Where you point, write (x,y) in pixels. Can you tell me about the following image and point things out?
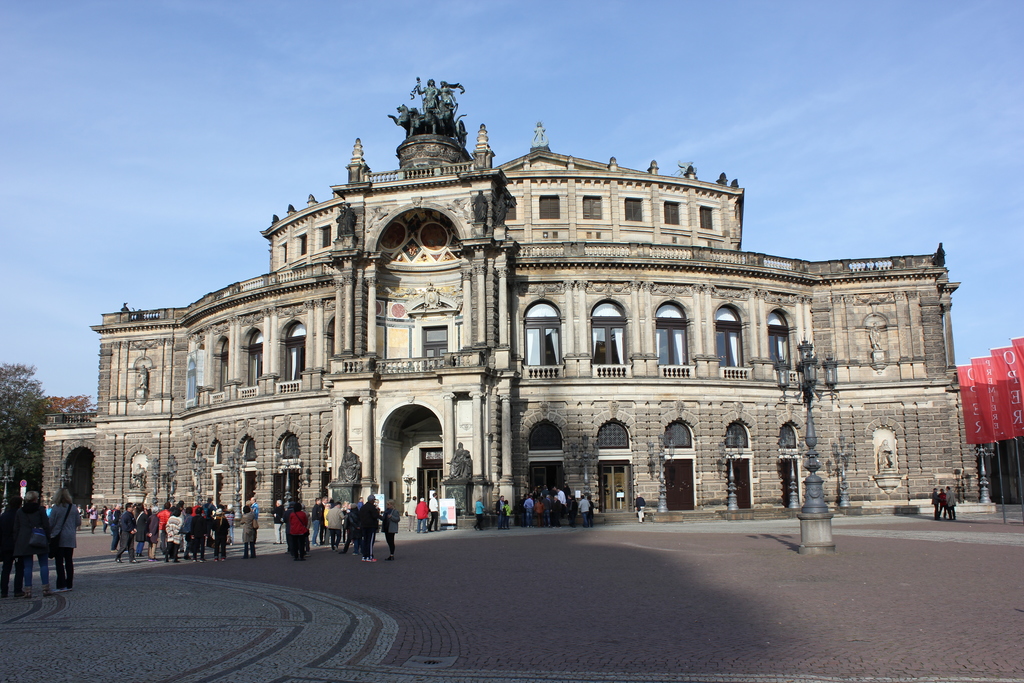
As we can see in the image there are buildings (437,386), windows (442,348), street lamps (803,367), banners (977,437), trees (10,436) and few people (641,509). At the top (356,96) there is sky (330,103).
